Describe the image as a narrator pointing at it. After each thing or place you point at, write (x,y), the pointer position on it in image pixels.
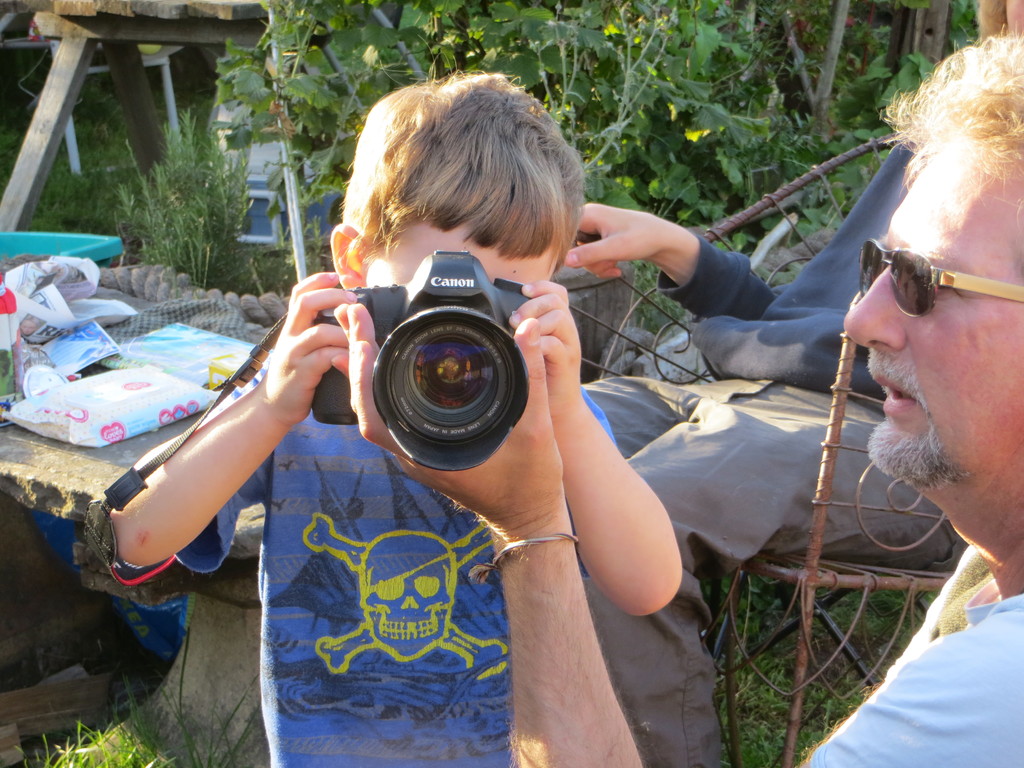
A boy (385,526) with blue t-shirt (365,574) is standing and holding a camera (426,333) in his hand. And to the right (976,431) there is another man (920,729) standing and holding camera (408,331) in boys hand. And there is an another person (741,431) sitting on the chair (804,585). Behind them there is a table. On the table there are some items (131,368) are there. In the background (493,35) there is a plant (506,45).
